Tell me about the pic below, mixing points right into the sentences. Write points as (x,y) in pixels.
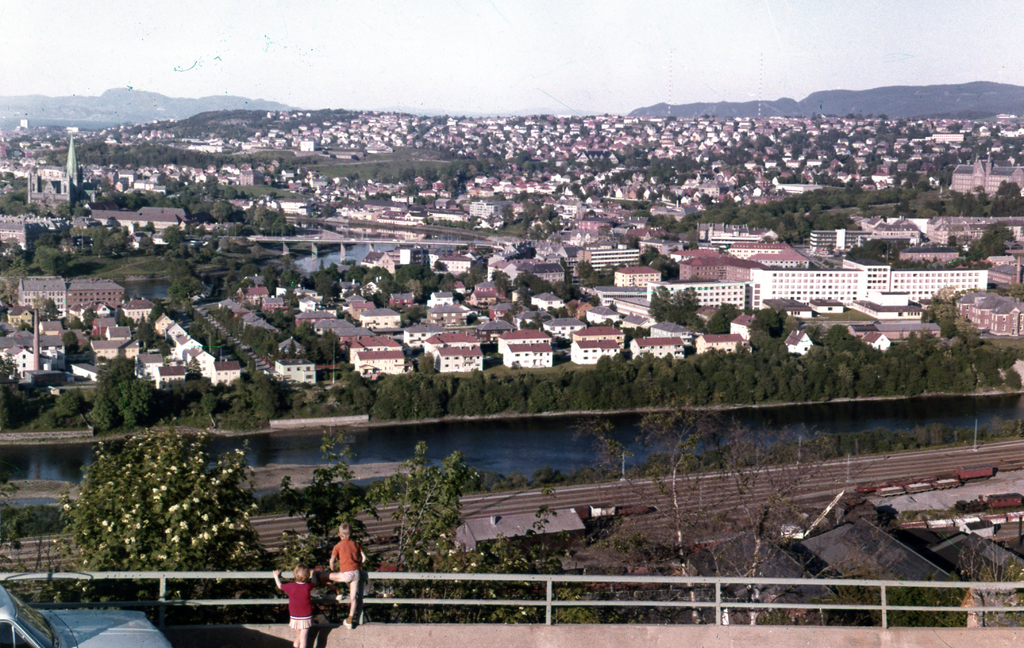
In this image I can see the railing (490,601), a car (89,620) which is blue in color to the left bottom of the image (70,614) and two children (303,618) are standing. I can see few trees (213,485), the water (568,426), few buildings (473,366) which are red and white in color. In the background (128,96) I can see few trees (264,118), few mountains (515,113) and the sky (425,54).
